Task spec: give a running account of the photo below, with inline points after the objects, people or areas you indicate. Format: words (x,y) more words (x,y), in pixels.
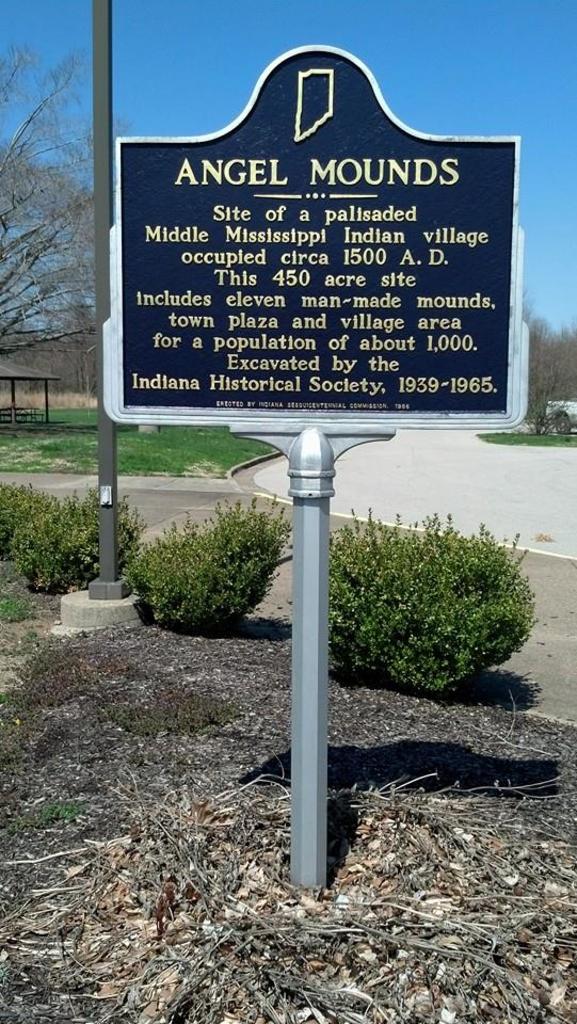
In the center of the image (304,451) there is a board (310,694) on the ground (239,864). In the background (29,219) there are trees (37,312), pole (105,48), plants (33,396), road (552,469) and sky (494,112).
